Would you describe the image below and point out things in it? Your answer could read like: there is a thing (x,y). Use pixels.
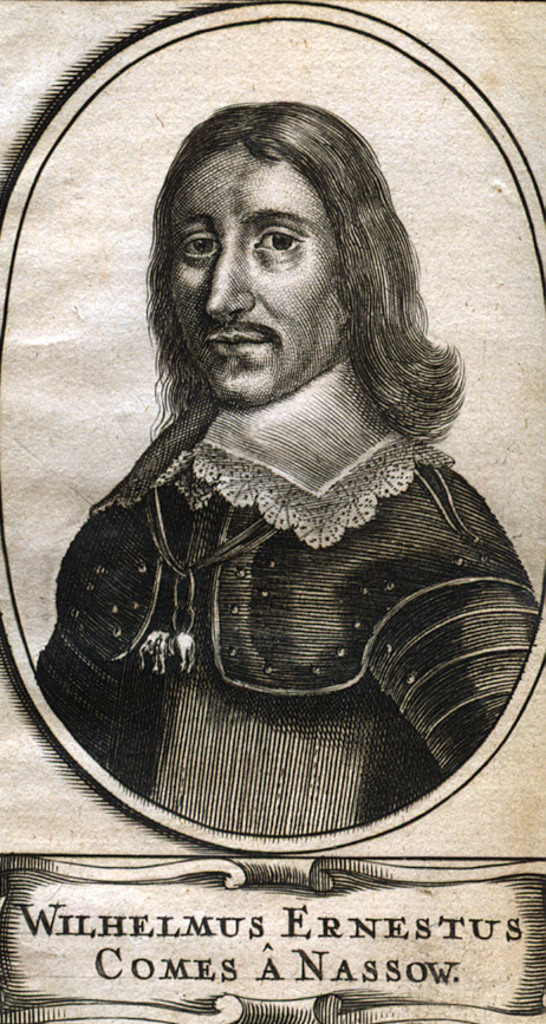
In the foreground of this image (335,360), there is a man (336,596) and some text (232,975) at the bottom (312,969).
